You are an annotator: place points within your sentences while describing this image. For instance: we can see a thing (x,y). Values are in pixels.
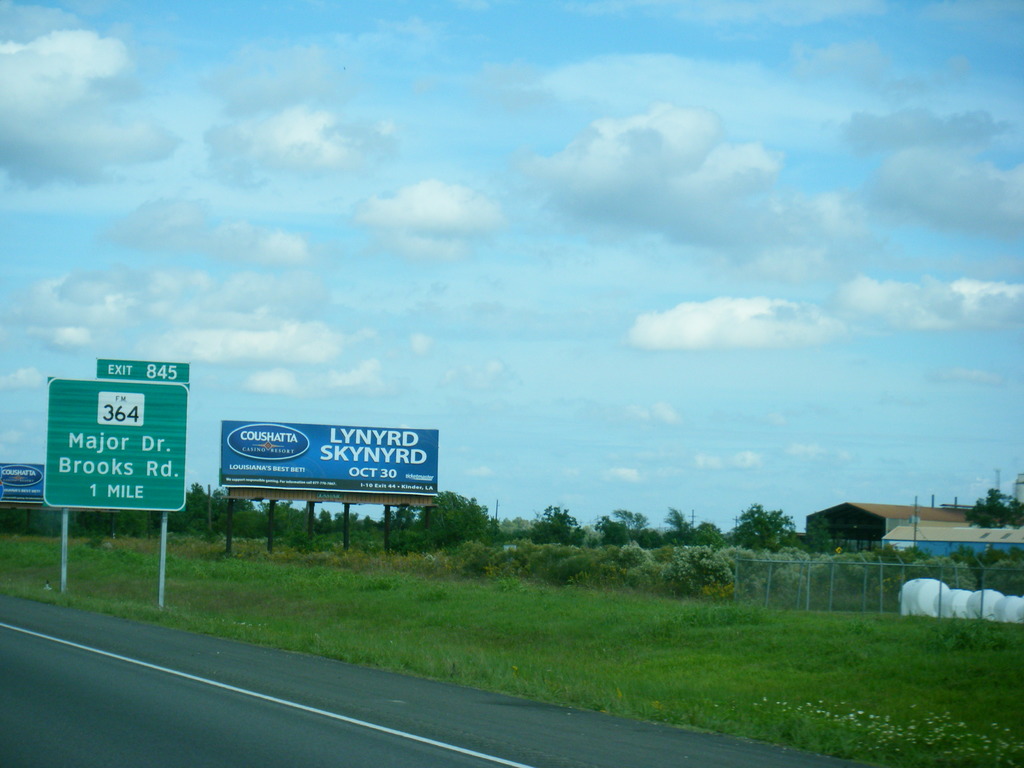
In this image, we can see boards (335,460) beside the road (178,712). There is a fencing (841,586) and shed (888,523) on the right side of the image (899,533). There are some trees (466,536) in the middle of the image (422,511). In the background of the image (582,126), there is a sky (467,231).
